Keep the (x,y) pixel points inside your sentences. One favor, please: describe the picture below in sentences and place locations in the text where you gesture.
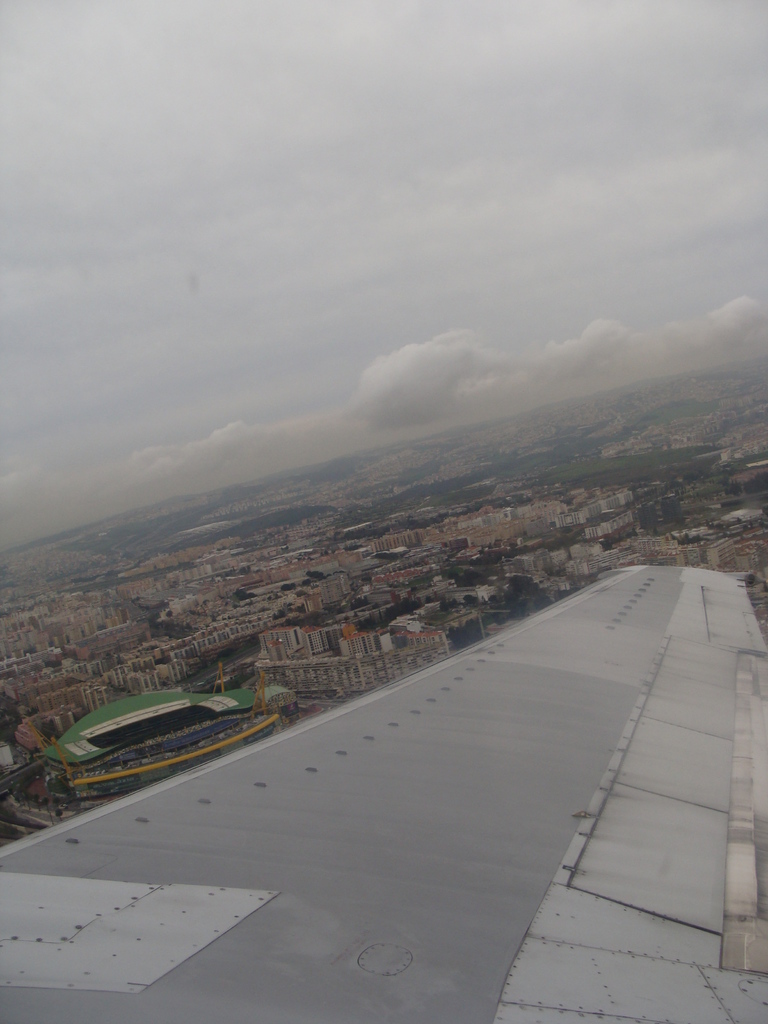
In this image I can see few buildings (493,527), trees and white color object (451,673). The sky (449,318) is in grey color.
